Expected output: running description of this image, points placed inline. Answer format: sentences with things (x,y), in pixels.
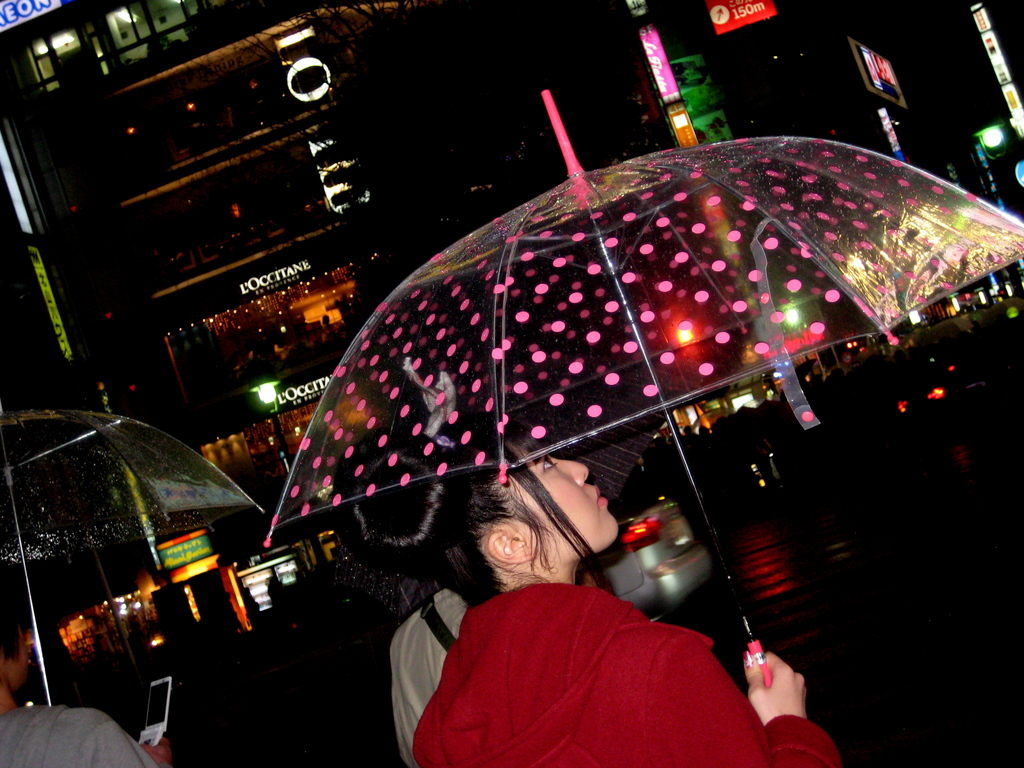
In this picture we can see three persons (490,702) in the front (471,618), they are holding umbrellas (219,502), a person (165,749) at the left bottom (149,719) is holding a mobile phones (160,725), in the background (755,17) we can see a building (261,441), hoardings (325,177), a pole (275,411) and a light (267,396), it looks like a tree (427,110) in the background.
